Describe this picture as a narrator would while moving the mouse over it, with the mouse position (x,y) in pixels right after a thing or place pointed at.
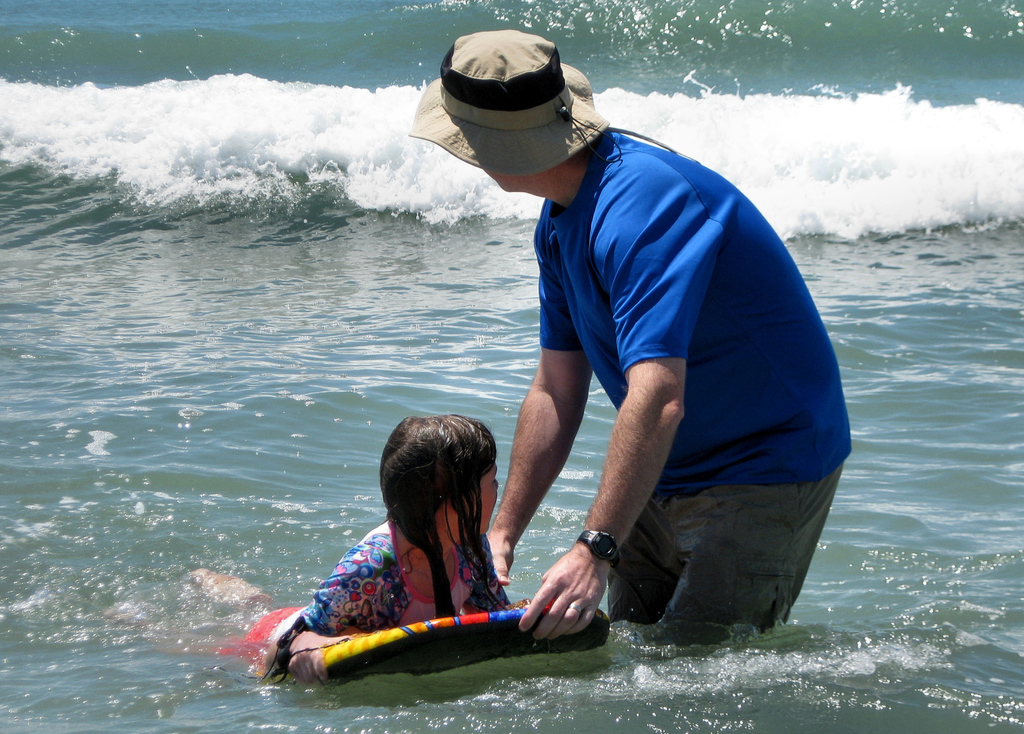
In this picture I can observe two members (290,615) in the water (289,601). One of them is a girl (366,605). She is on the surfing board (386,648) and the other one is a man (578,243) wearing blue color T shirt (593,255) and a hat (482,39). In the background (242,196) there is an ocean (295,164).
